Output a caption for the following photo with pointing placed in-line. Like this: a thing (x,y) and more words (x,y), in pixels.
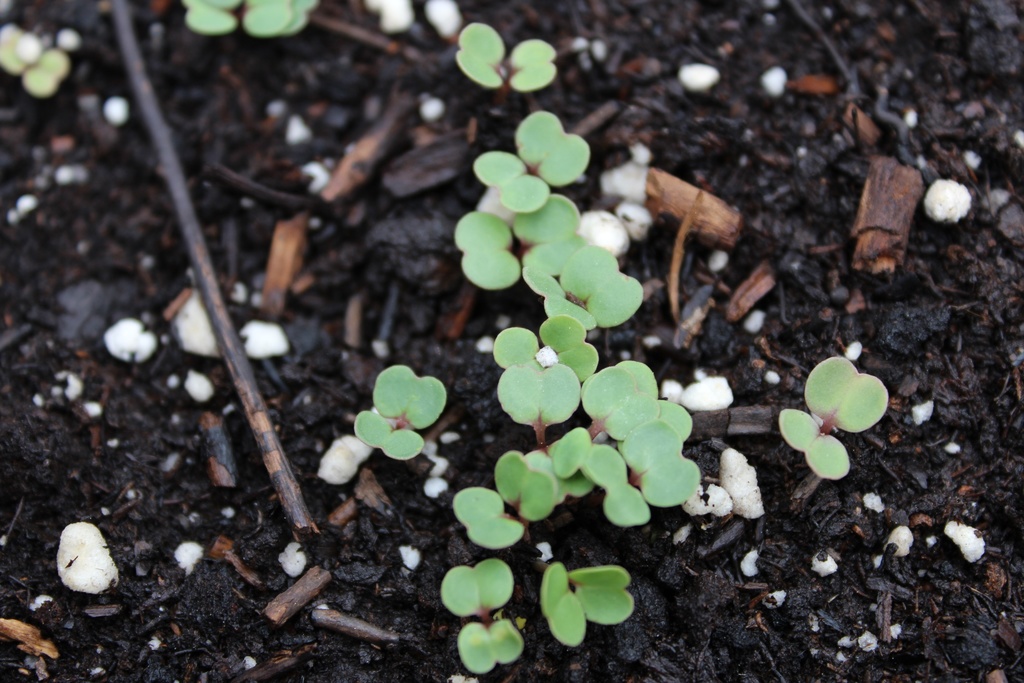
In this image there are some small plants (505,334) are on the ground (462,324) as we can see in middle of this image (499,276).
